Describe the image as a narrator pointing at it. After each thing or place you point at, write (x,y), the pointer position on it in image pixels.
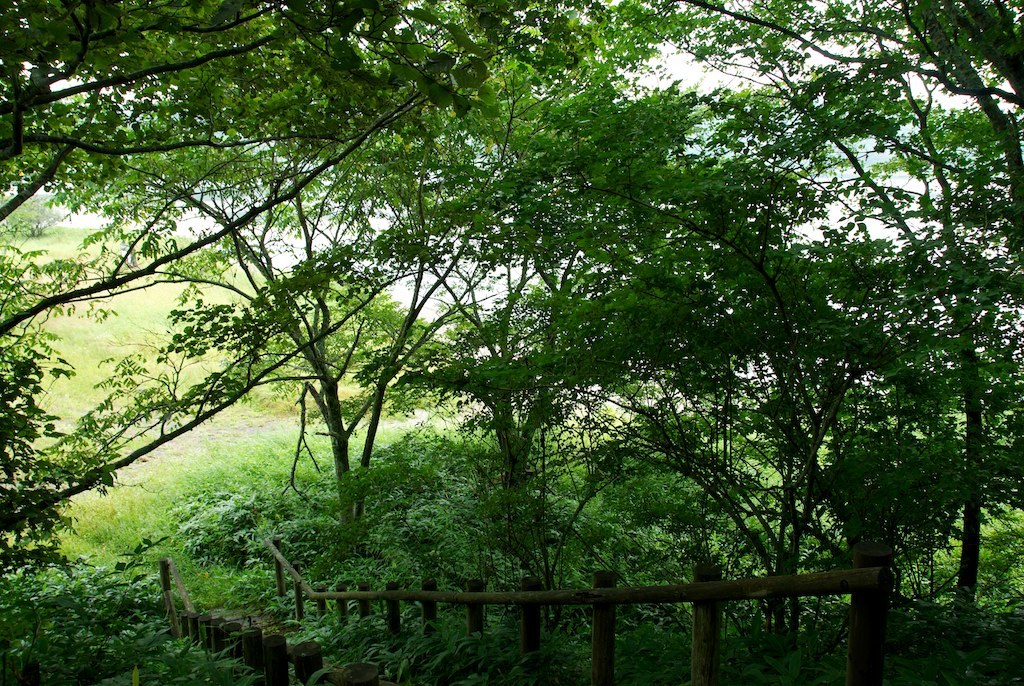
In this picture we can see some group of trees (544,422) and we can see some fence (224,625) in between the trees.
